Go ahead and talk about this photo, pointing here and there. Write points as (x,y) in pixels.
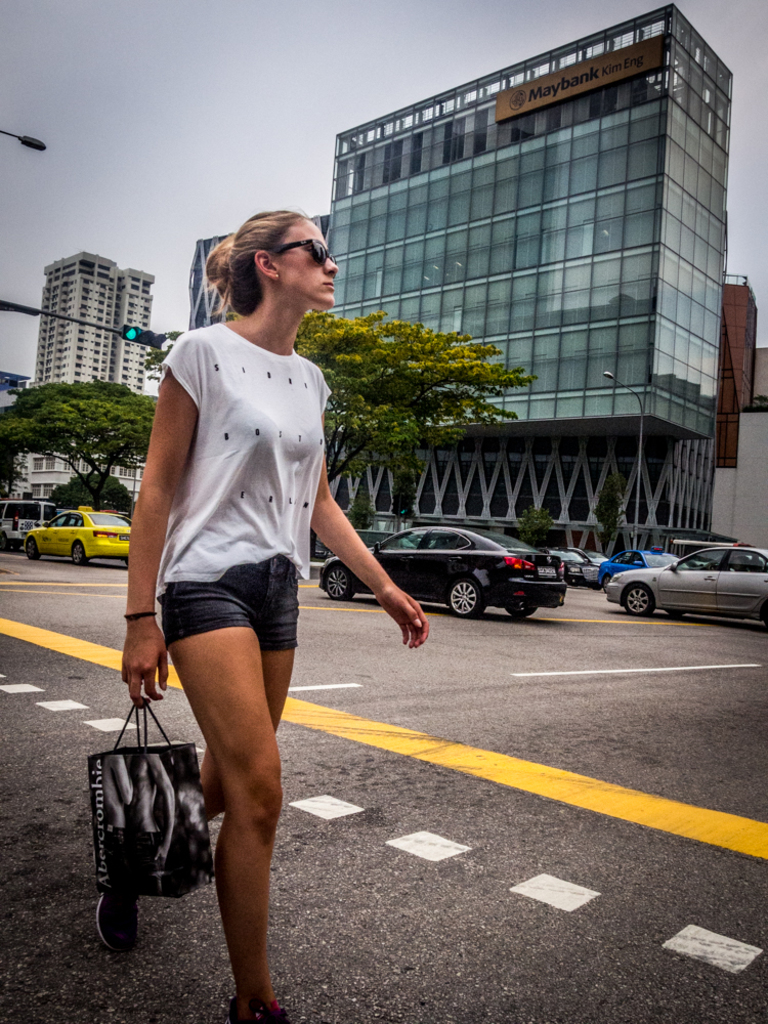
In this image in the foreground (224,722) a lady (224,648) is walking holding a bag (187,773). In the background (654,603) there are many cars (727,580) on the road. Here there is a traffic signal (134,339). In the background (95,372) there are buildings (130,344), trees (109,413).
